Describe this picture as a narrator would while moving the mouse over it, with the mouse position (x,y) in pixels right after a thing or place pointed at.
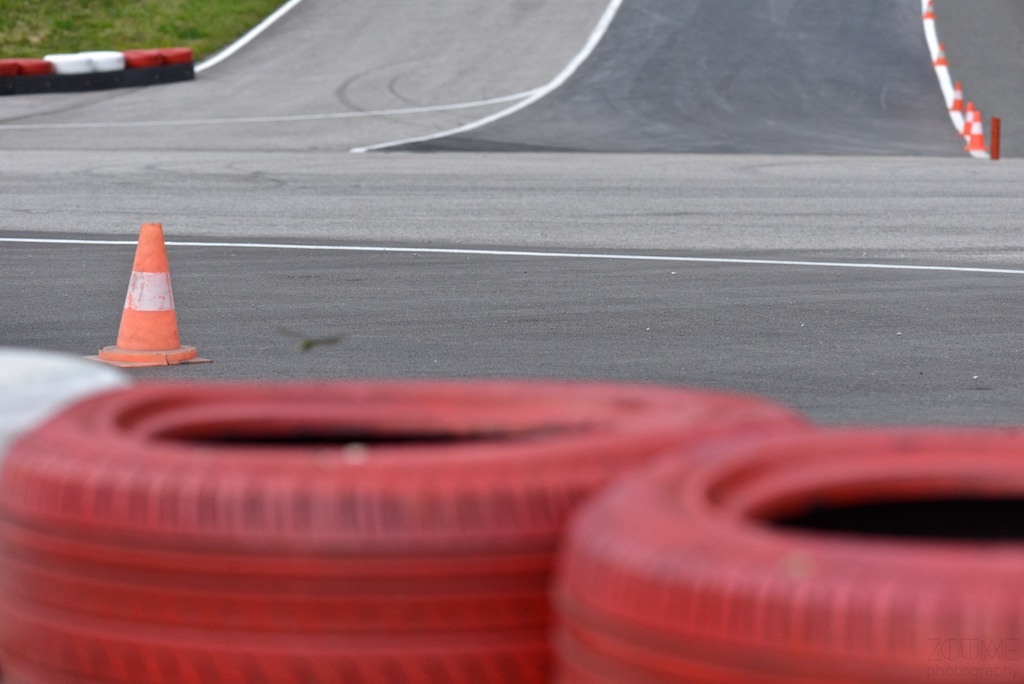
In this image we can see tyres (265,418), traffic cones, road (322,356) and grass (111,25).
